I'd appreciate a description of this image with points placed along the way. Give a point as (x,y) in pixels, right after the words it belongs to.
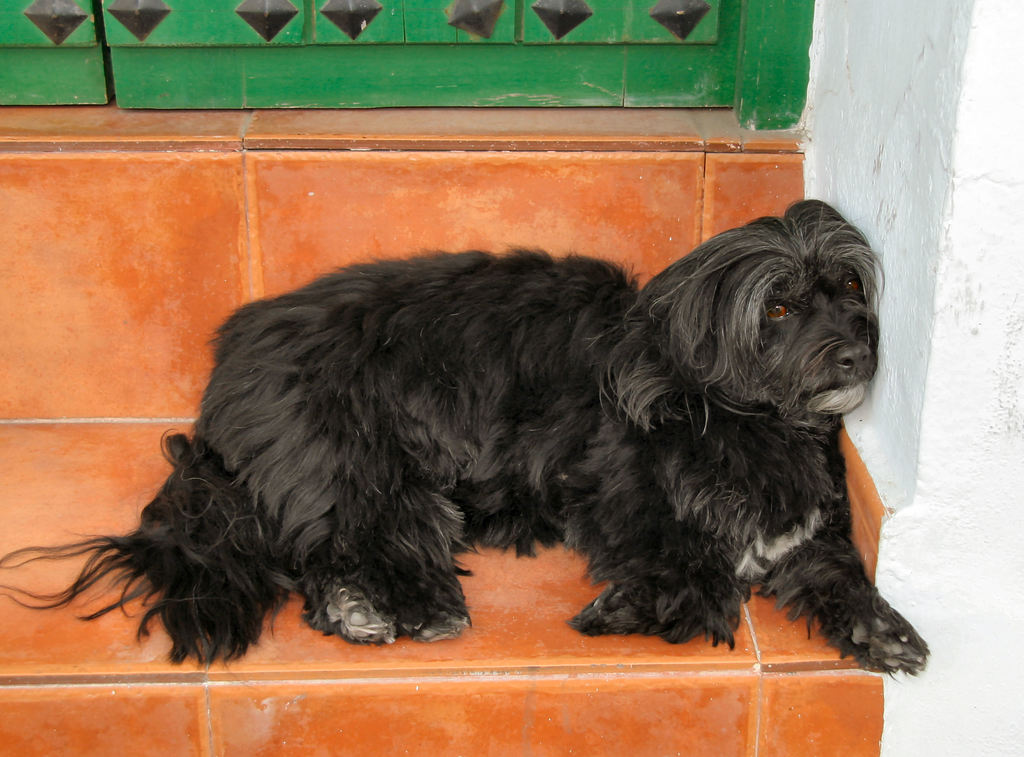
In this image we can see a dog (544,362) on a step (57,431). On the right side (907,380) there is a wall (897,134). At the top (118,47) we can see part of doors (205,68).
